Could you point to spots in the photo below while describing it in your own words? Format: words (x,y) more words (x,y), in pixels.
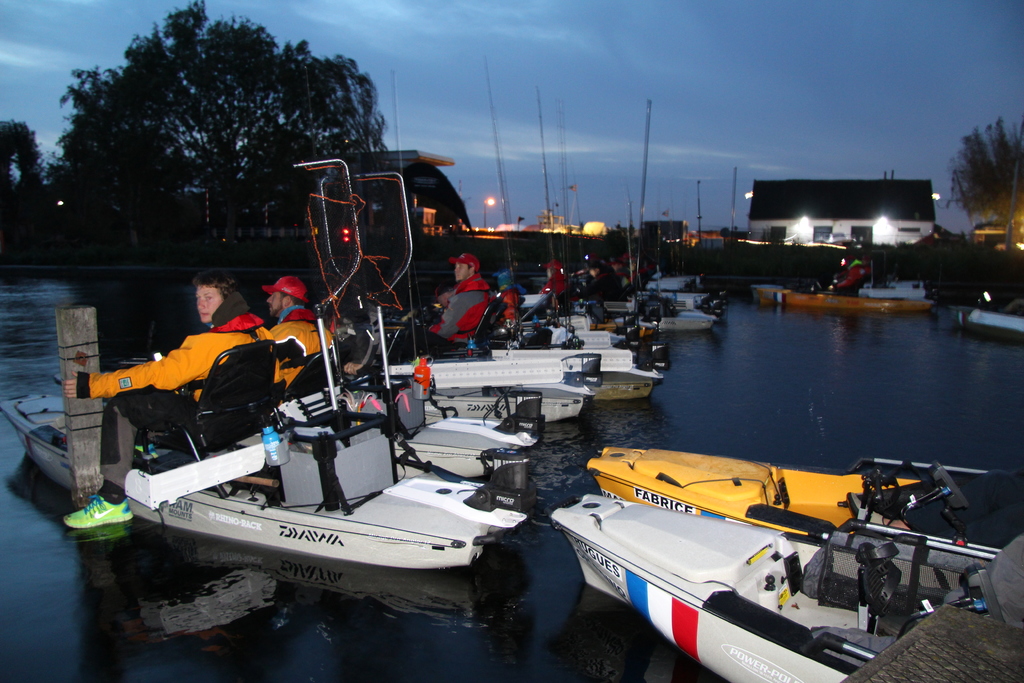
In this image there are people (591,266) sitting on the boat (452,373). The boats (429,412) are sailing on the surface of the water (815,413). There are street lights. Background (976,211) there are trees (991,214) and buildings (555,215). Top of the image (639,203) there is sky (575,48).
